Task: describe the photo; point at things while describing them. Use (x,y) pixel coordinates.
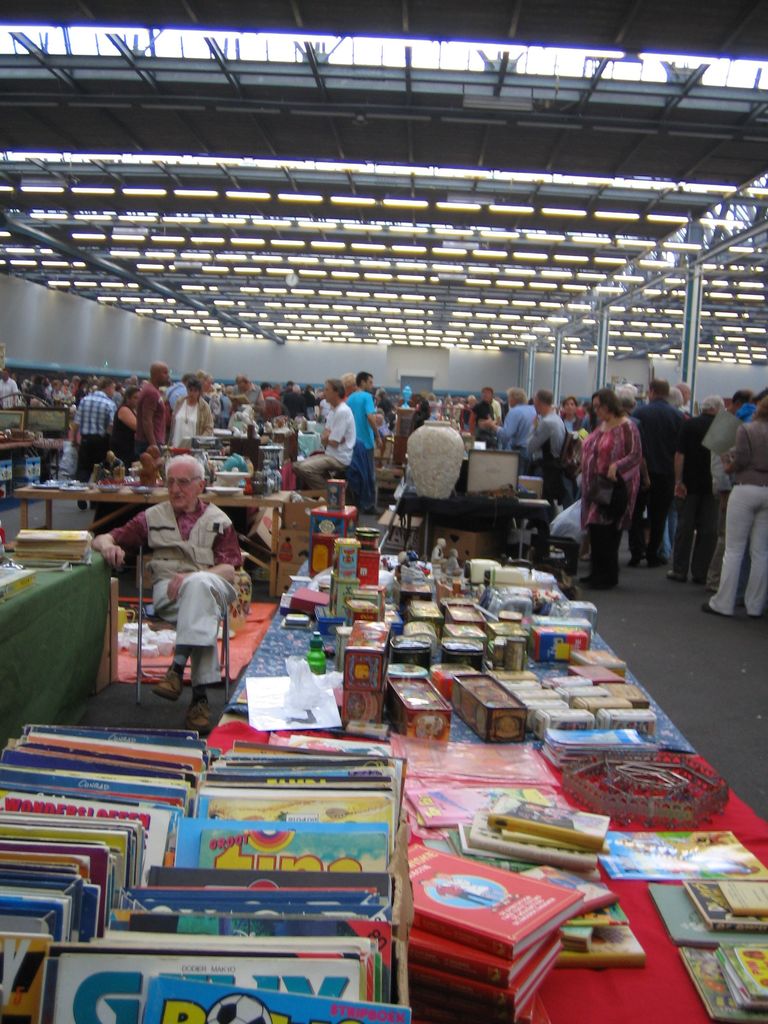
In this image in the front (336,828) there are books (373,775) and papers (335,713) on the table (370,739). In the center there is a person (179,560) sitting on the chair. In the background (155,397) there are persons (347,441) standing and sitting, there are tables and on the tables (141,491) there are objects (263,434), at the top (411,253) there are lights (460,251). In the background (230,377) there is a wall (463,375) which is white in colour.
